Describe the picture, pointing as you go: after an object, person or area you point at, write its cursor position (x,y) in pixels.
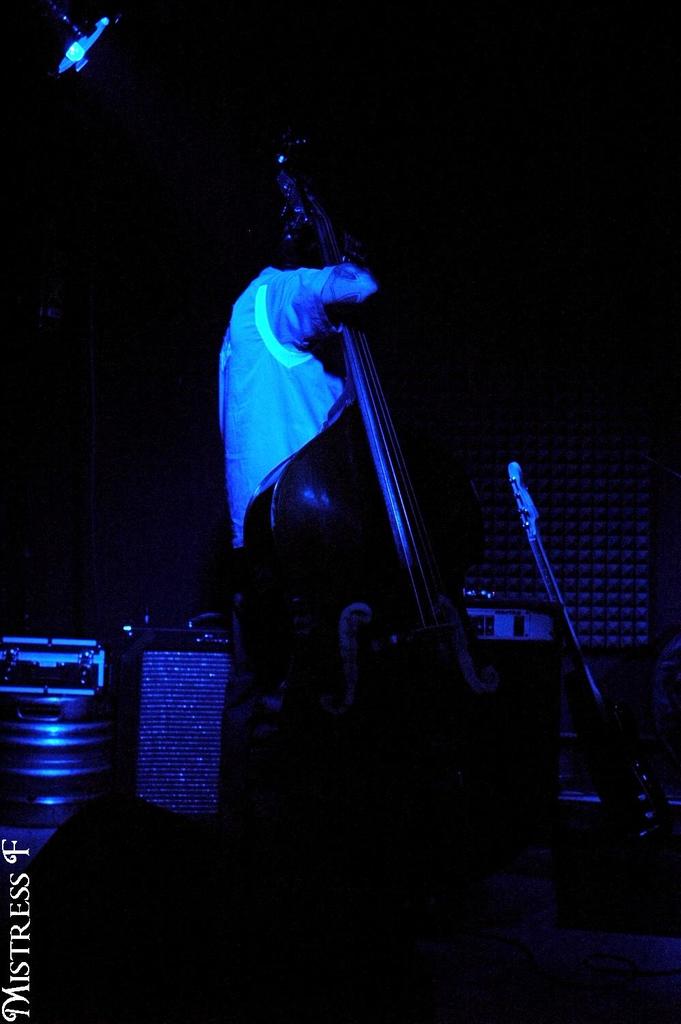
In the middle of the image (417,633), a person (271,385) is standing and holding a double bass (349,373) in his hand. On the left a focus light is visible. In the middle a table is there on which sound box (532,620) is kept. The background (552,316) is dark in color. This image is taken on the stage (293,906) during night time.
